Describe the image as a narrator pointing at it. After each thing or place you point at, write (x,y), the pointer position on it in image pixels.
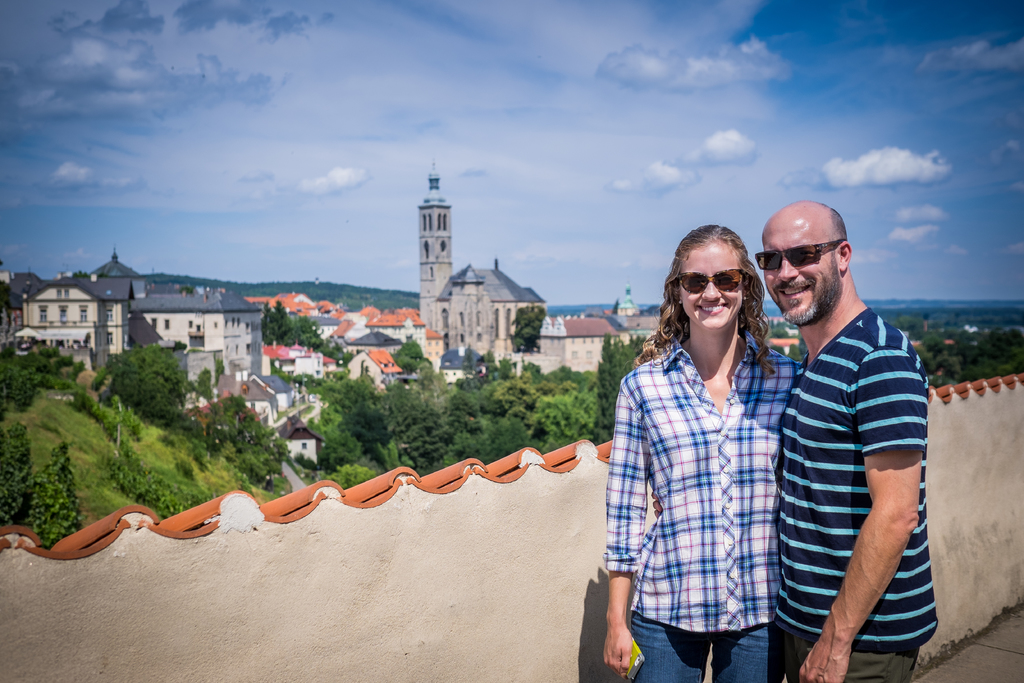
In this image I can see two people (723,483) with different color dresses (721,488) and goggles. To the side of these people (706,314) I can see the wall (378,541), many trees (320,394) and the buildings (272,374). I can also see the mountains (312,286), clouds (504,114) and the sky (611,104).
